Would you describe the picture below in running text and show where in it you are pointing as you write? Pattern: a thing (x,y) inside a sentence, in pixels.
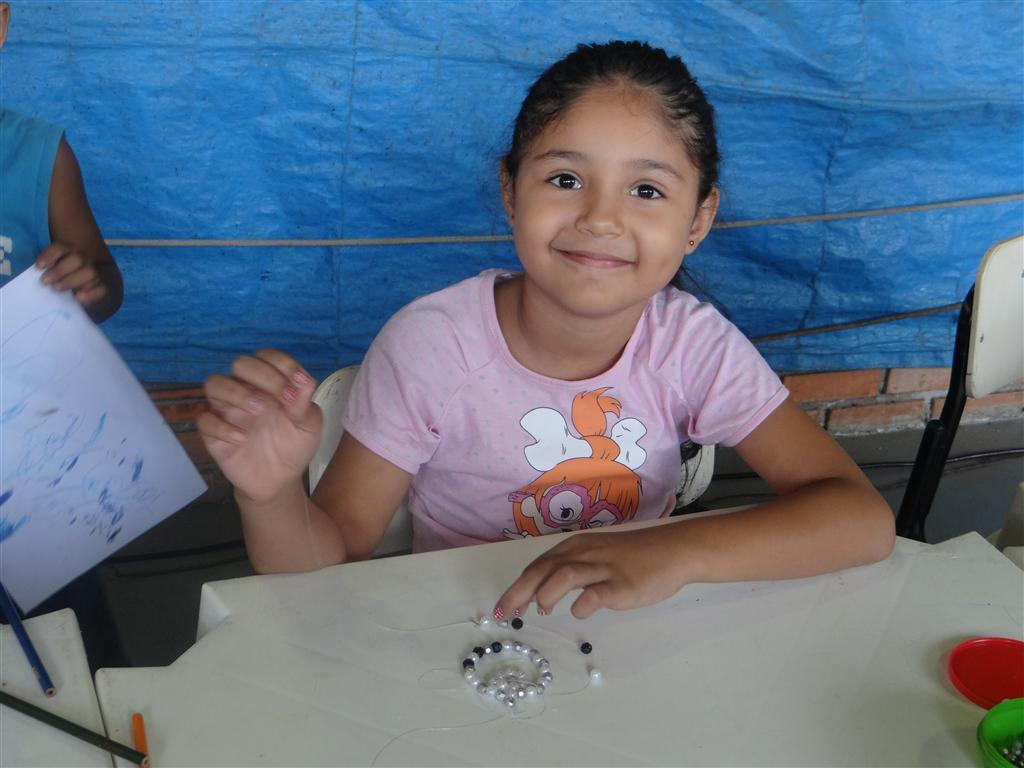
In the foreground of the picture (414,631) there are tables (245,662), on the tables (209,699) there are pencils (47,723), thread (511,676), box (987,701) and pearl like things (500,684). In the center of the picture (531,340) there is a girl (497,397) sitting in chair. On the right (976,376) there is a chair (1017,323). On the left (15,216) there is a kid (7,219) holding paper (63,432). In the background (455,95) there is a blue color mat (744,210), rope (823,216) and brick wall (848,401).
